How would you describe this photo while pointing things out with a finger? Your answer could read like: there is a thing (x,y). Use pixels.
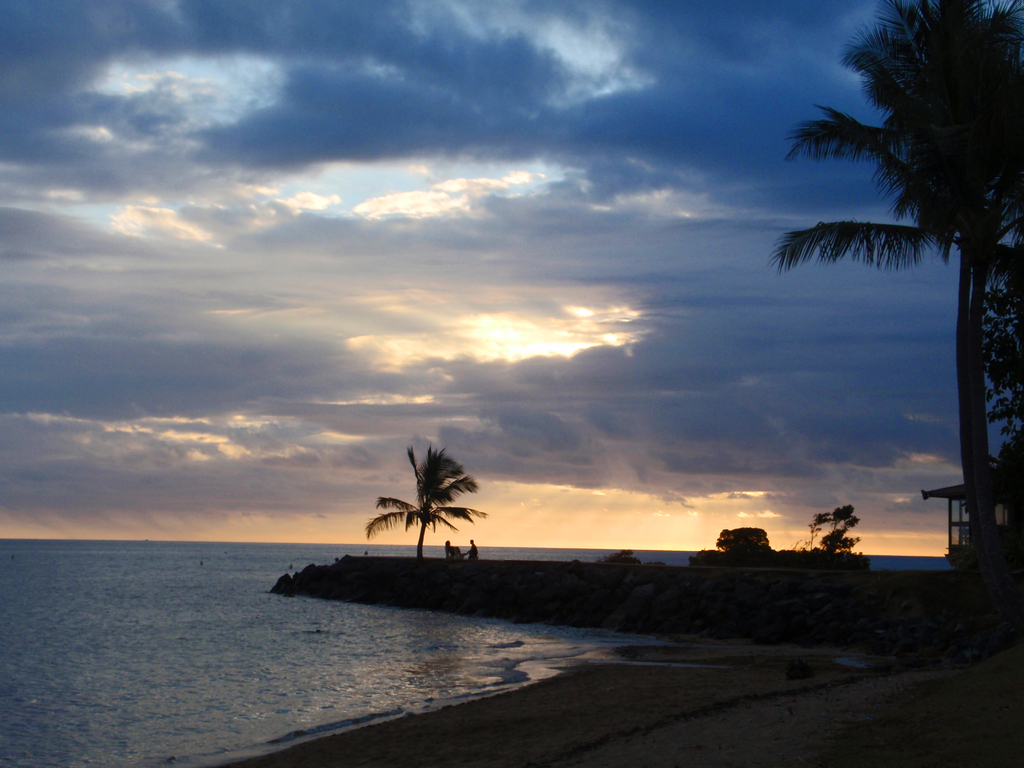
In this picture we can see water (264,618), sand (615,702), trees (959,332) and two persons (470,546) and in the background (156,405) we can see sky (582,323) with clouds (582,323).
